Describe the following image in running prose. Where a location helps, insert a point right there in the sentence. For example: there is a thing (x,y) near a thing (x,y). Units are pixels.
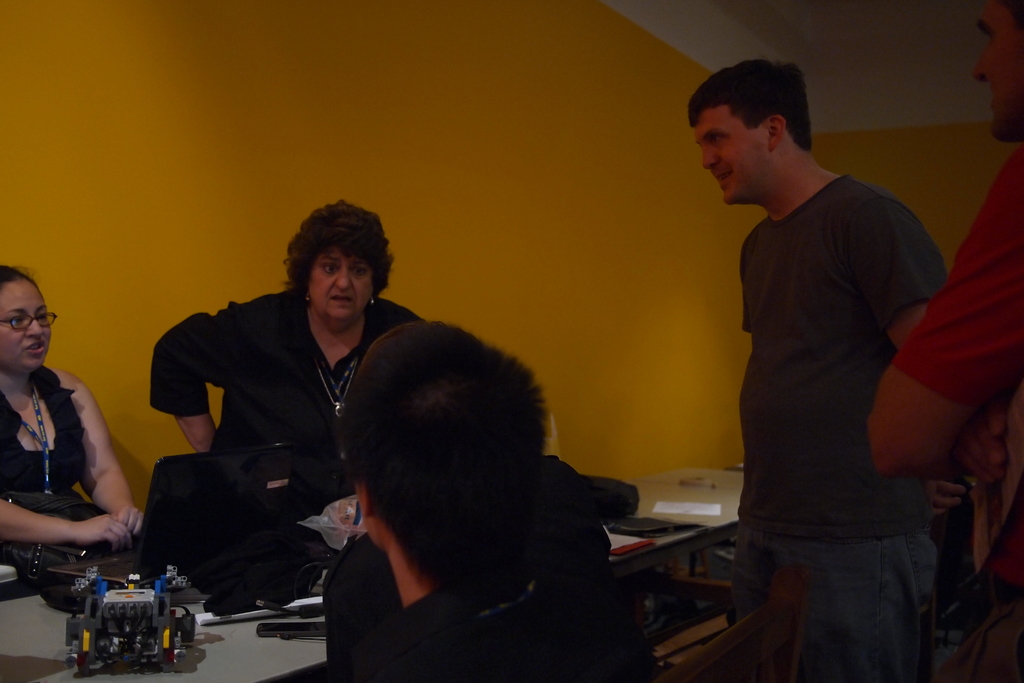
Here we can see a five people (918,279) are having a conversation and the man (797,376) on the right side (781,378) is smiling.
